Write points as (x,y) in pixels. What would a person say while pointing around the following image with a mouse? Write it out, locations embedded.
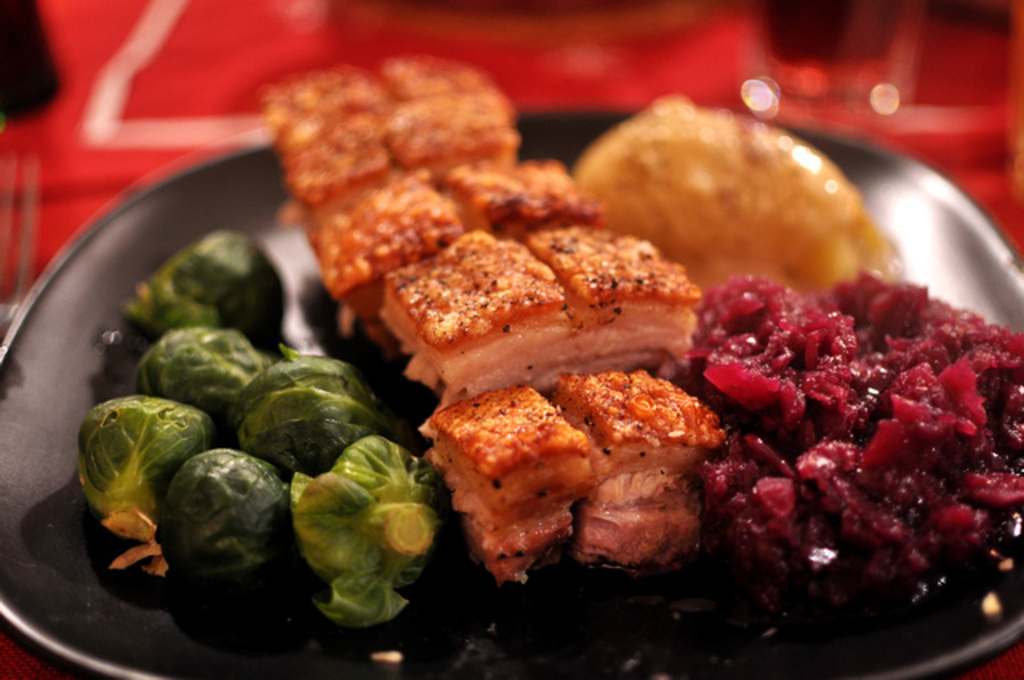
In this image there is a plate (938,250), in that plate (304,277) there is food item (455,296), in the background (894,85) it is blurred.
